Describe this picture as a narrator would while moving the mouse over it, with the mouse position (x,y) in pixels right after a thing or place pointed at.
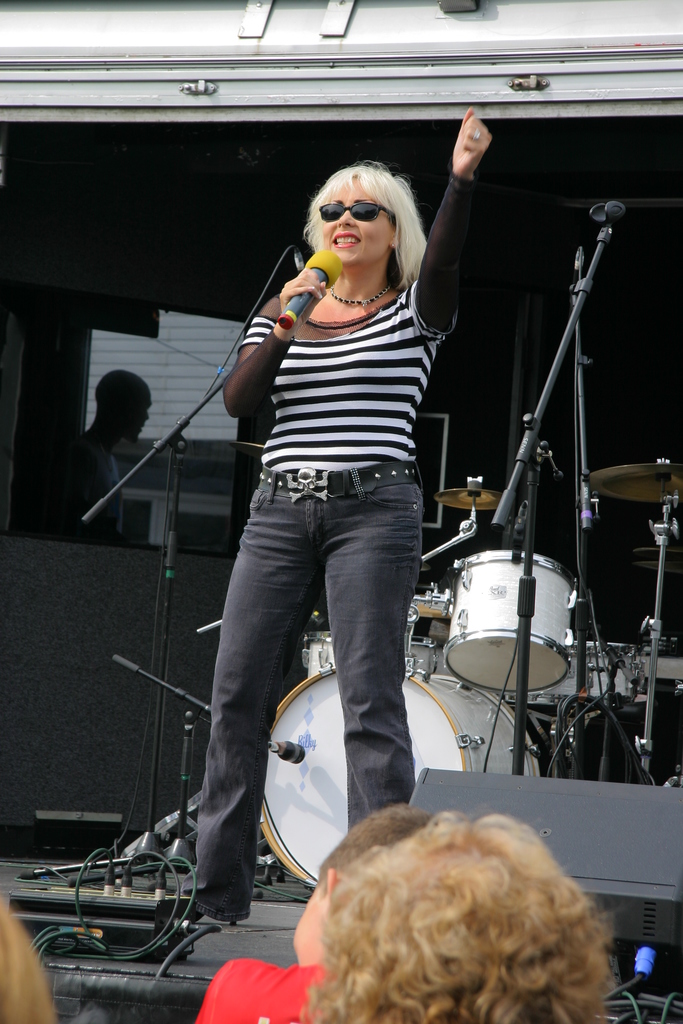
In this picture we can see a woman (446,299) standing and wearing black colour goggles (395,219). She is standing and holding a mike (327,257) in her hand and singing. Behind to her we can see musical instruments (539,639). In Front of the picture we can see persons (438,975).
